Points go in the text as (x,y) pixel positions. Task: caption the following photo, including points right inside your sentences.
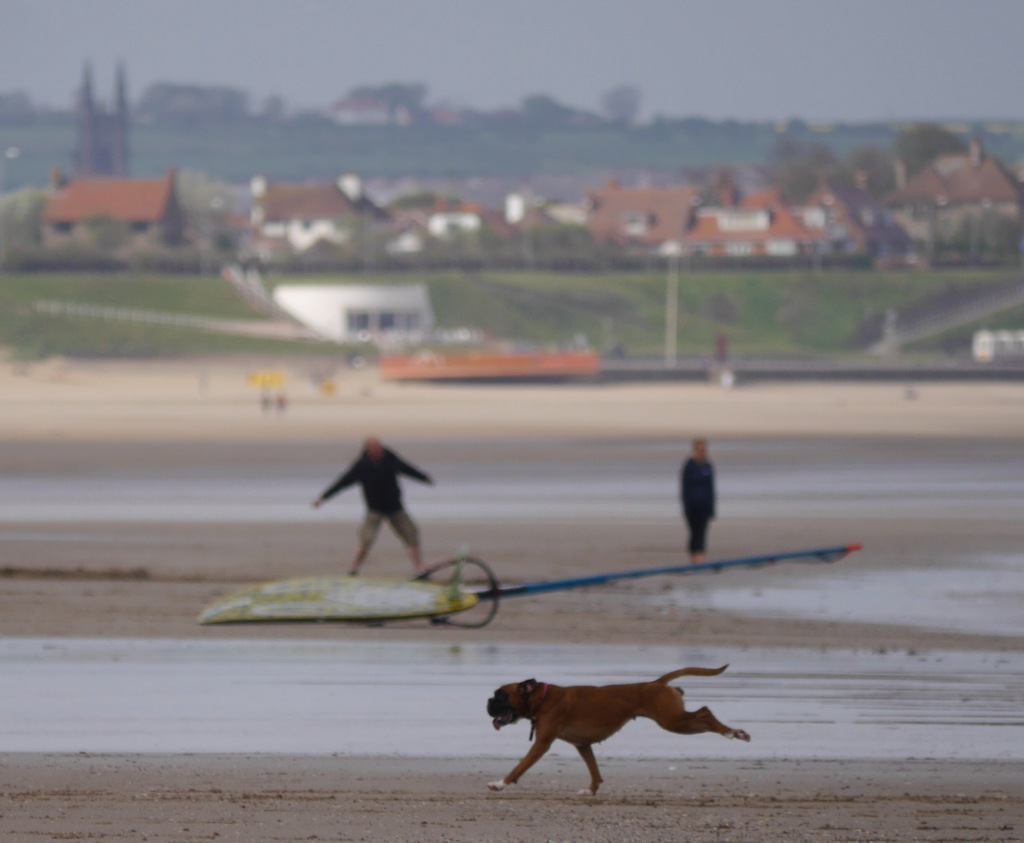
There is a dog (591,696) running on the ground (562,767), which is wet. In the background (970,196), there are persons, there is an object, there are buildings (972,214), there are trees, there is grass (813,327) on the ground (917,308) and there is sky (412,16).
